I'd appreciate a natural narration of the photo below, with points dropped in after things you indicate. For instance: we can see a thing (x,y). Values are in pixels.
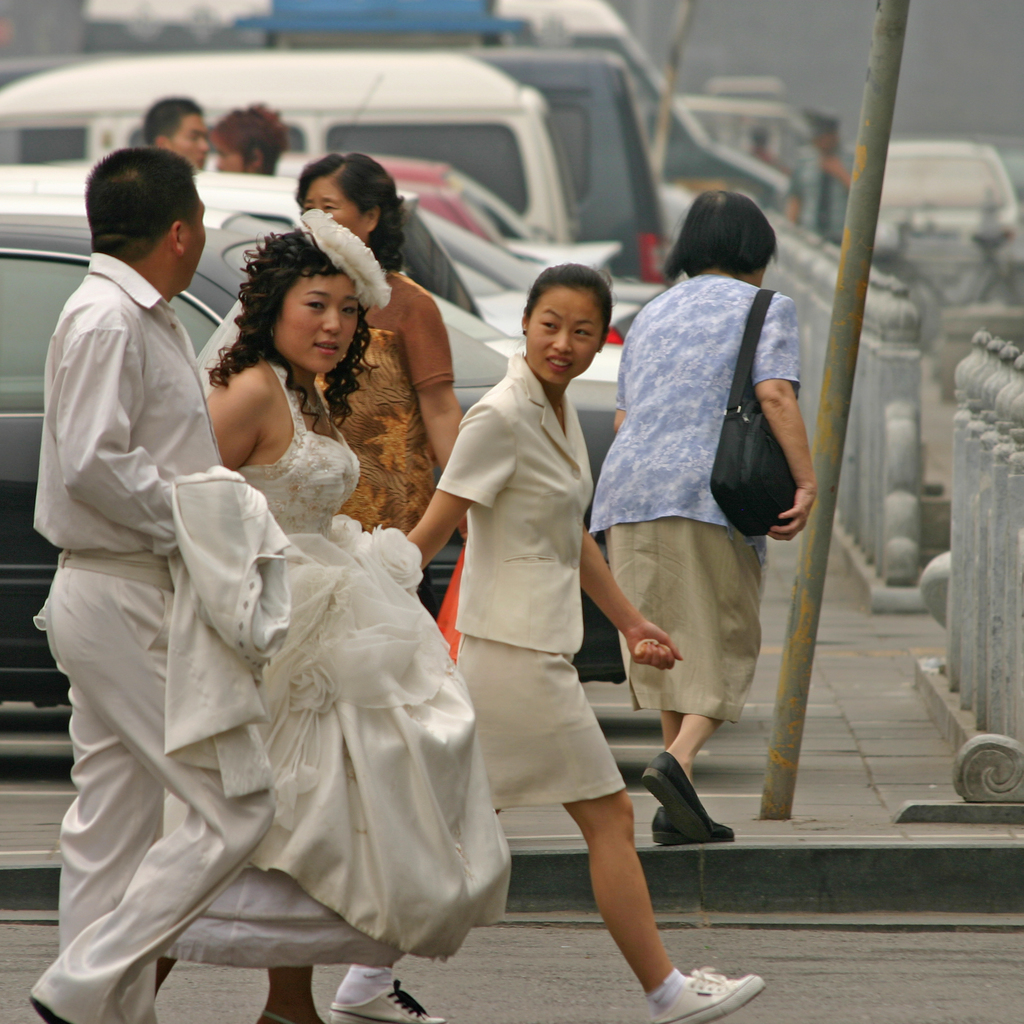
In this image we can see people (502,678), pole (790,768), vehicles (598,390) and fencing (899,402). Front these people (485,694) are walking.
